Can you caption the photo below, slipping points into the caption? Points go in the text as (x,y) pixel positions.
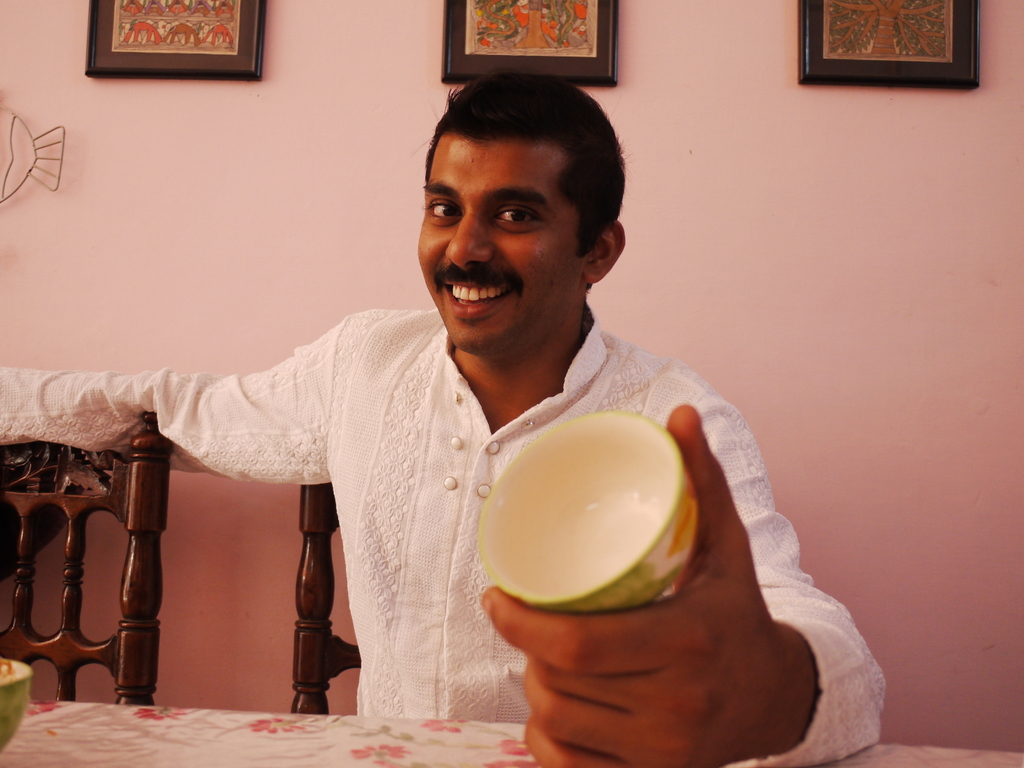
In this picture there is a man (555,628) sitting on the chair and holding a bowl (646,591). There are three frames (189,64) on the wall (154,208). There is a white cloth (192,727) on the table (233,735).
